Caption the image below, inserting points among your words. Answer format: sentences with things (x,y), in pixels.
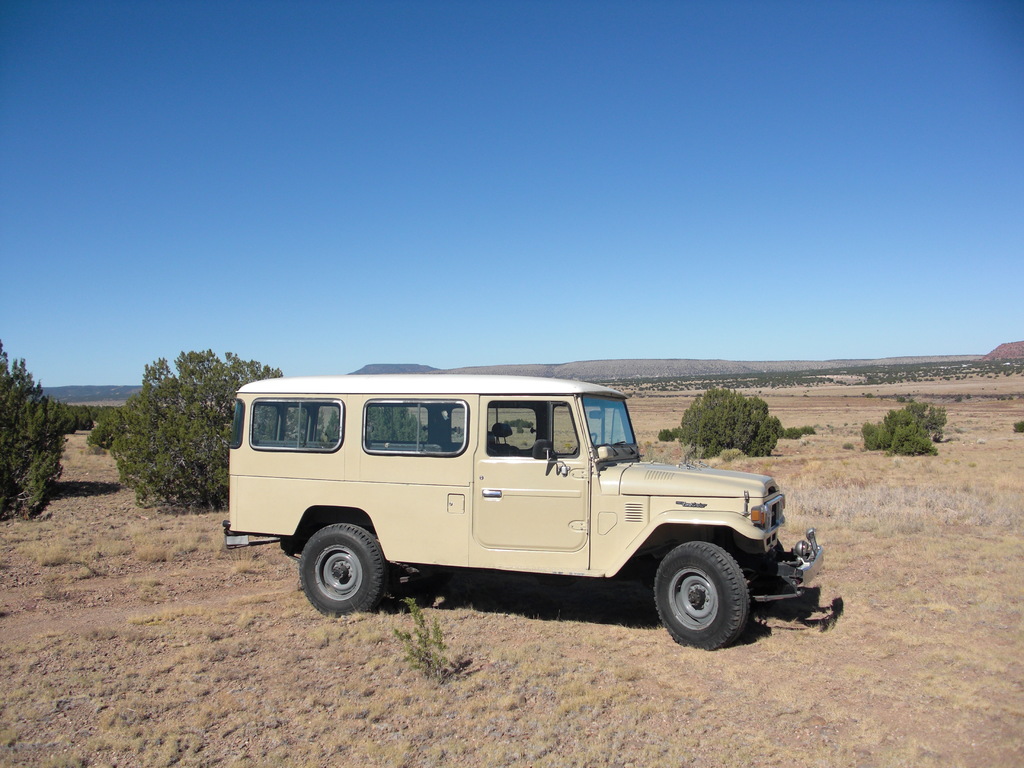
In the foreground of the picture (421,671) there are shrubs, plant (416,653) and a car (400,484). In the center of the picture (682,433) there are trees (774,435) and shrubs (876,441). In the background (914,365) there are trees (993,362) and other objects (889,364). Sky (267,210) is sunny.
